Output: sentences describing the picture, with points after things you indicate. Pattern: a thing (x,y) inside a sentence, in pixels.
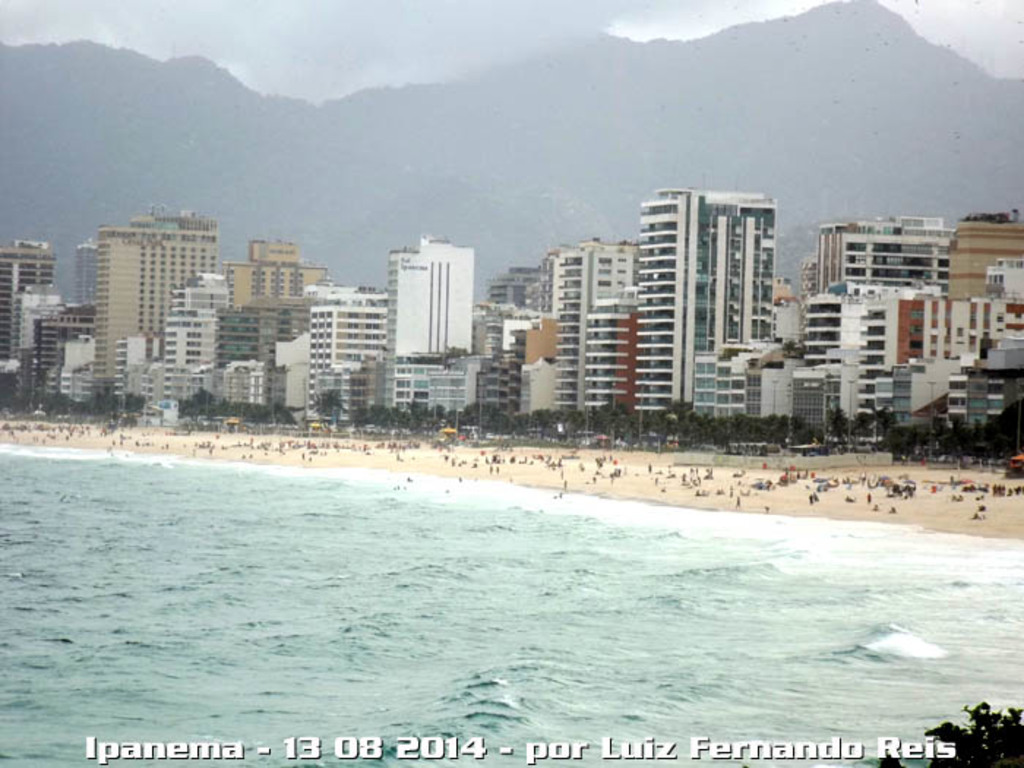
In this image, we can see so many buildings (1006,340), trees (33,391), mountains (243,213). Top of the image (274,46), there is a sky (533,32). At the bottom (911,733), there is a beach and water (51,763) in the image.
